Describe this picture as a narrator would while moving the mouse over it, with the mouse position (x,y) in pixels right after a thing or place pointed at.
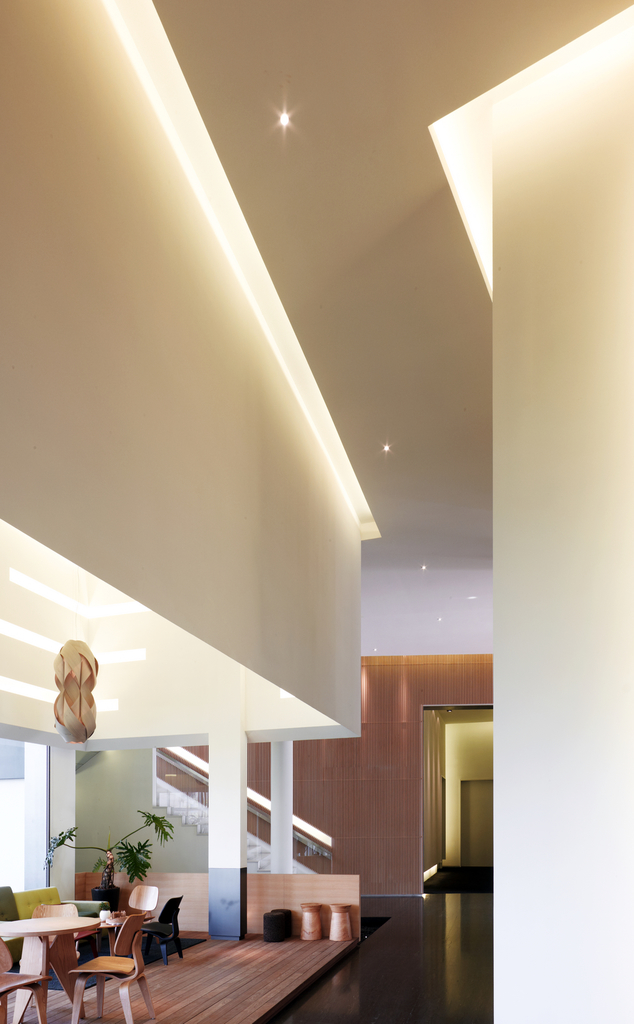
We can see chairs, tables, floor (278,990) and house plant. In the background (366,761) we can see wall (84,789) and steps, top we can see lights (286,119).
